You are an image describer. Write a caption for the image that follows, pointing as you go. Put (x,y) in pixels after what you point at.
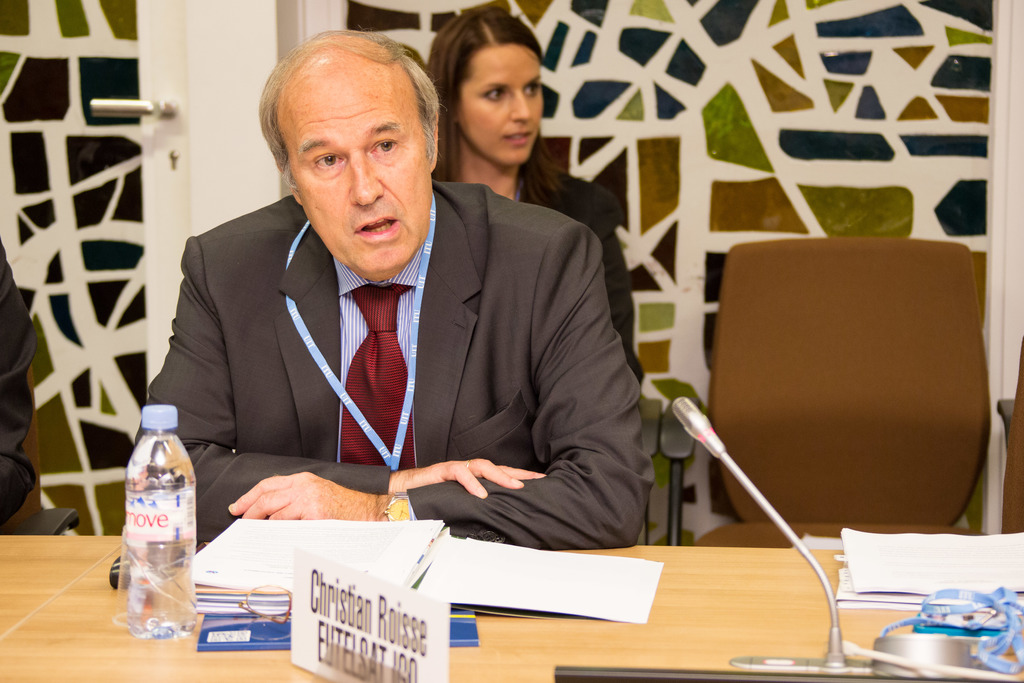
In this picture we can see man (427,221) sitting on chair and talking on mic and in front of him there is table (520,674) and on table (234,657) we can see bottle (186,568), book (246,626), name board (397,596), mic stand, tag (970,590), papers (877,559) and at back of him we have women (529,44) and in background (133,27) we can see door (155,72), wall (816,141), chair (928,289).
